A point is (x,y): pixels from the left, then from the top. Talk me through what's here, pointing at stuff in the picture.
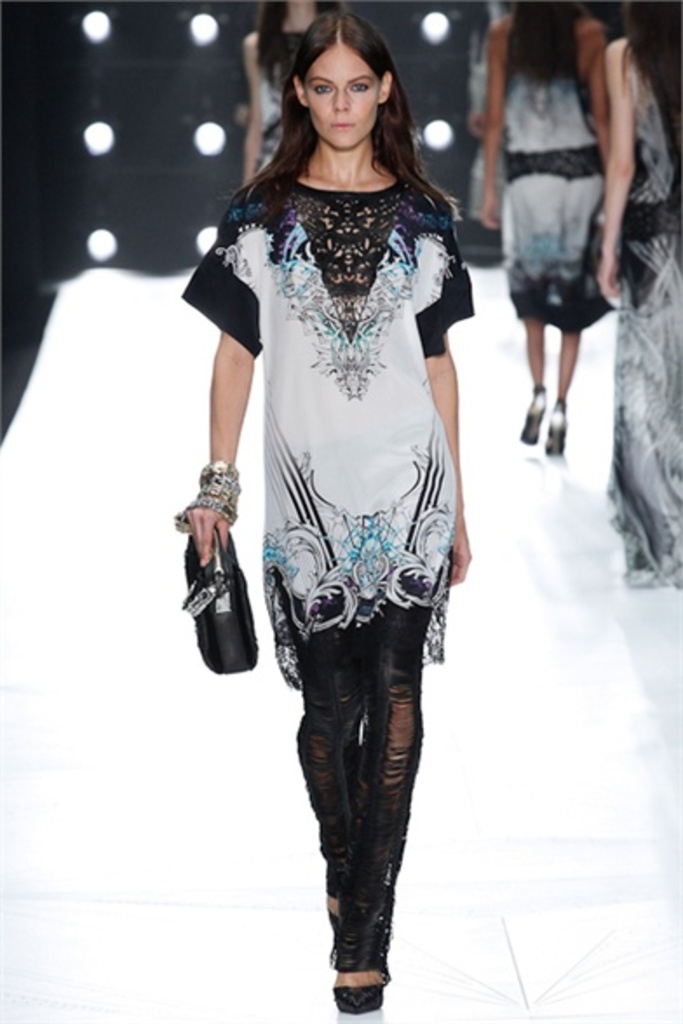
In the center of the image (333,385) we can see a woman (354,844) performing ramp walk on the white floor (312,924). In the background (558,271) we can also see a few women (527,136). Lights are also visible in this image.
